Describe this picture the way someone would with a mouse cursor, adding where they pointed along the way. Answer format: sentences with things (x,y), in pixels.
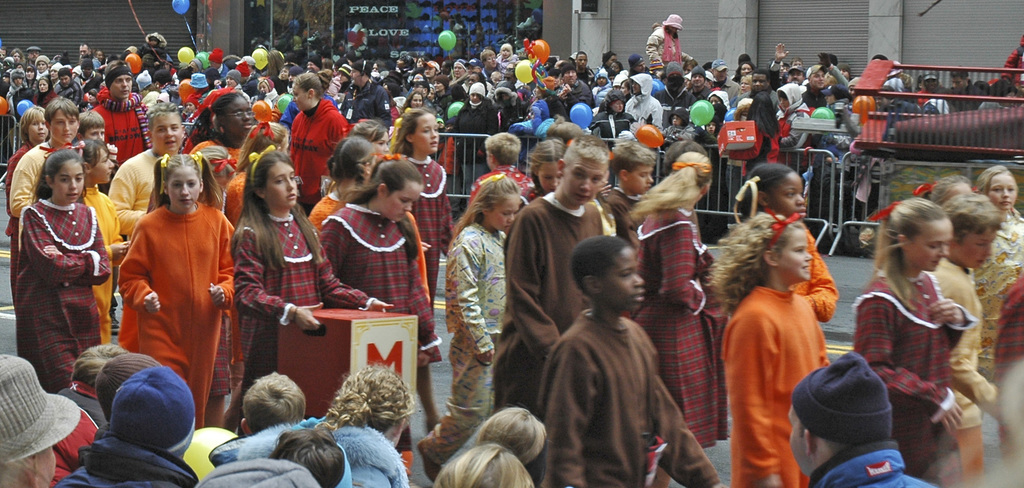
In this image, we can see a crowd (651,177) standing and wearing clothes (112,266). There is a person (283,215) holding a box (340,323) with her hand (305,316). There is a barricade (833,177) in the middle of the image (662,170). There are some persons (681,125) holding balloons (451,40).
